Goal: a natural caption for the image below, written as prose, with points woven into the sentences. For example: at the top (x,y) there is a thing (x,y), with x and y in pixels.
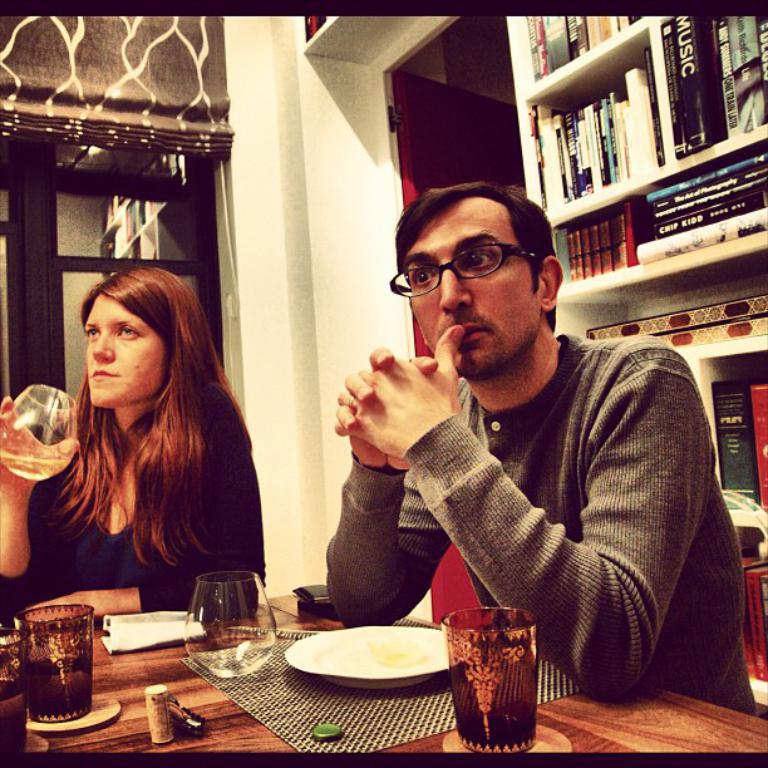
On the background (356,249) we can see a wall (325,221), doors (452,161). Here we can see books (695,125) arranged in a rack (618,300). We can see a man (456,393) and a woman (145,417) sitting on chairs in front of a table (290,621) and on the table (257,749) we can see glasses (215,589), plates (371,670), table mat (385,721), a paper (153,637). This woman (129,483) is holding a drinking glass (44,469) in her hand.
